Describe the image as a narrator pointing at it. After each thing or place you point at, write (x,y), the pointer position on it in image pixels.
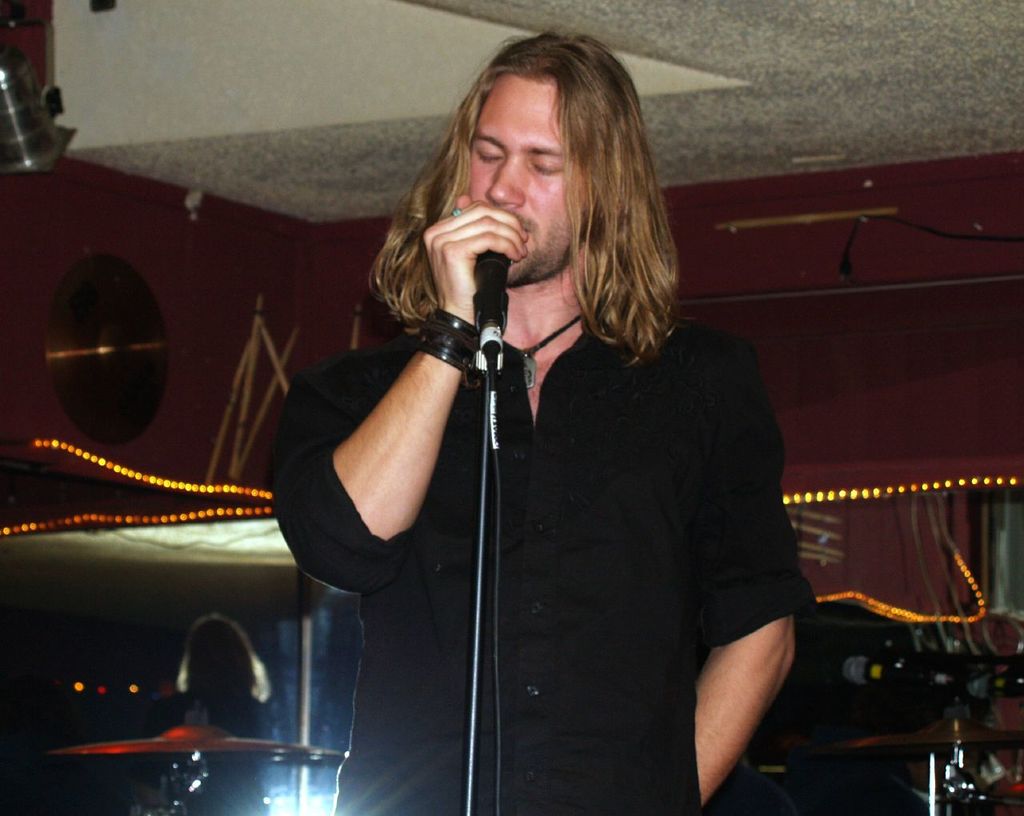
In this picture there is a man (398,282) who is wearing black shirt (505,410), bands (471,349) and locket (554,337). He is singing on the mic (497,253). On the bottom left corner (211,743) there is equipment (228,740). On the top (804,91) we can see white color roof (808,77). On the right (996,650) we can see some musical instruments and other objects (993,696). Here we can see light (805,497).
